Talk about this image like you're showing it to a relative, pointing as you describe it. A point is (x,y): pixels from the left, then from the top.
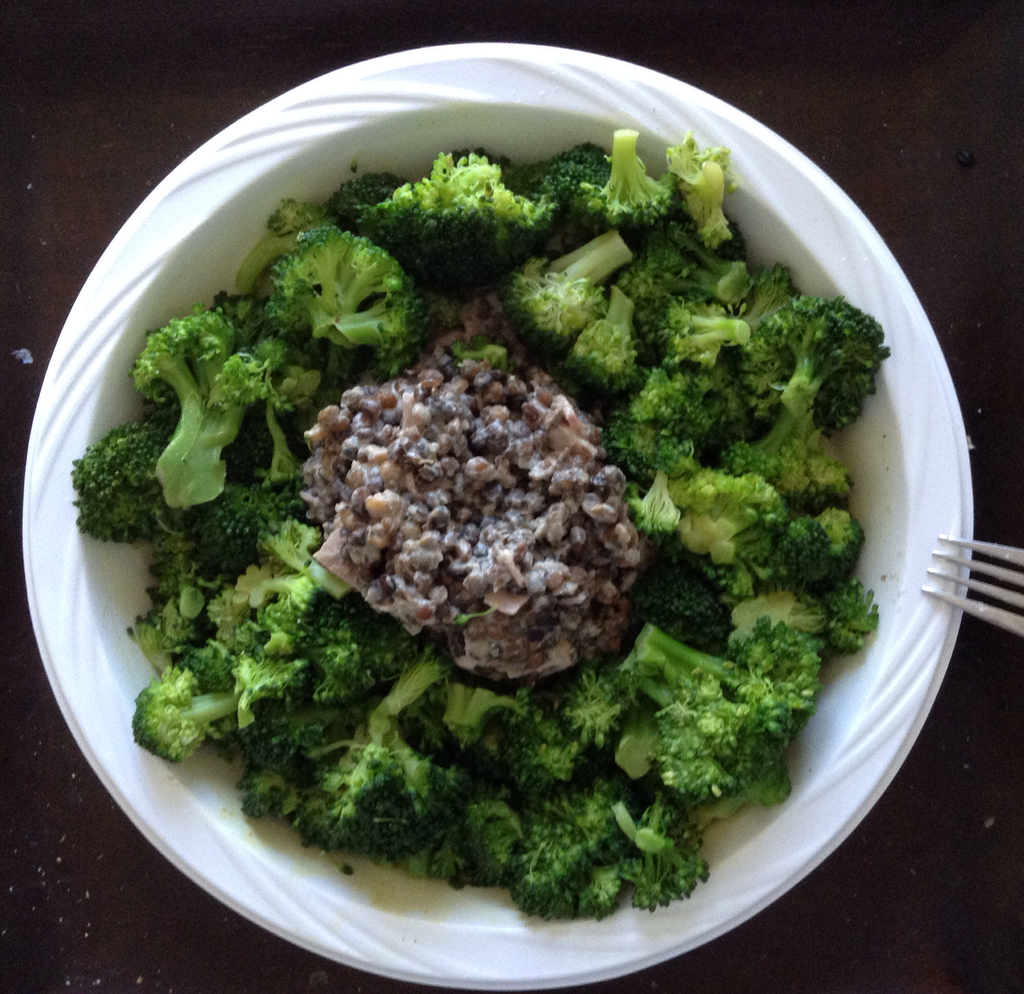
In this image, we can see broccoli (358,647) and food (416,534) in the white bowl (49,661). On the right side of the image (957,580), there is a fork (939,570). In the background (979,600), we can see the surface (1002,759).
